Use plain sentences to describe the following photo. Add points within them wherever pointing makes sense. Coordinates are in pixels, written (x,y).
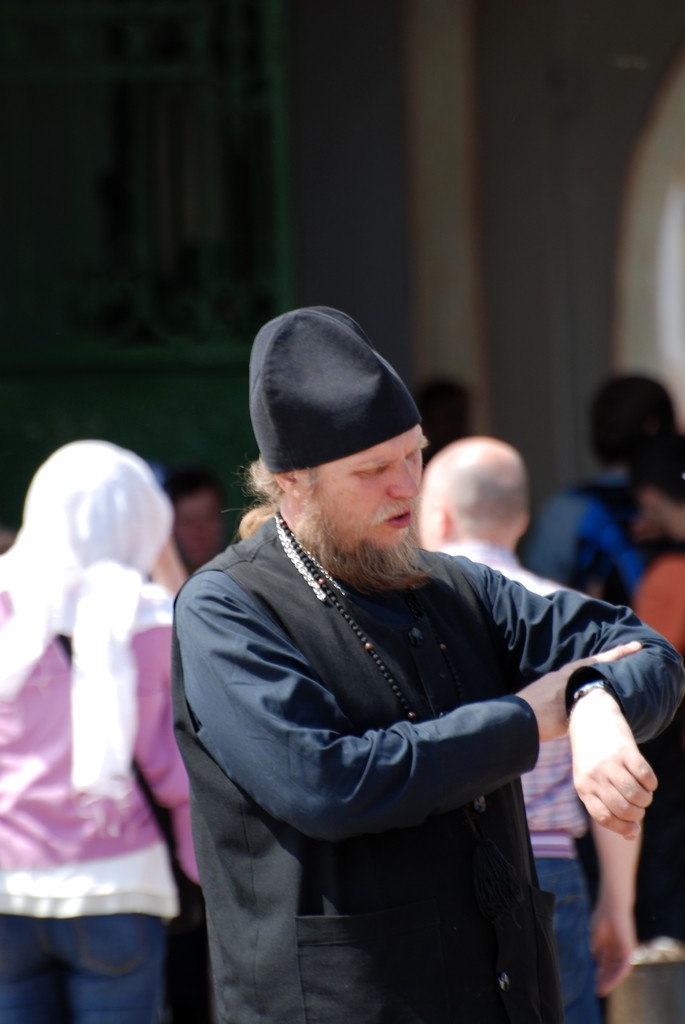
In the picture there is a man (292,931), he is looking at his watch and behind the man (195,649) there are some other people (587,487). The background of the man (409,483) is blur.
